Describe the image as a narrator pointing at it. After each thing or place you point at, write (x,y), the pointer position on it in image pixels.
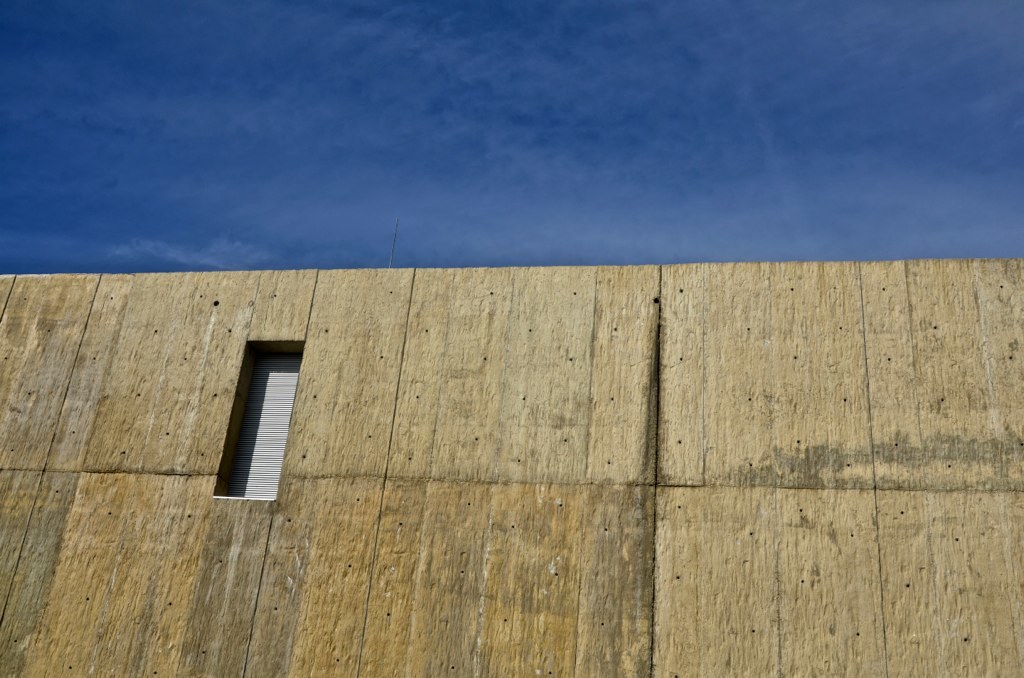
In this picture, it looks like a wall (335,470) with window (261,426). At the top of the image (410,226), there is the sky (452,152).
